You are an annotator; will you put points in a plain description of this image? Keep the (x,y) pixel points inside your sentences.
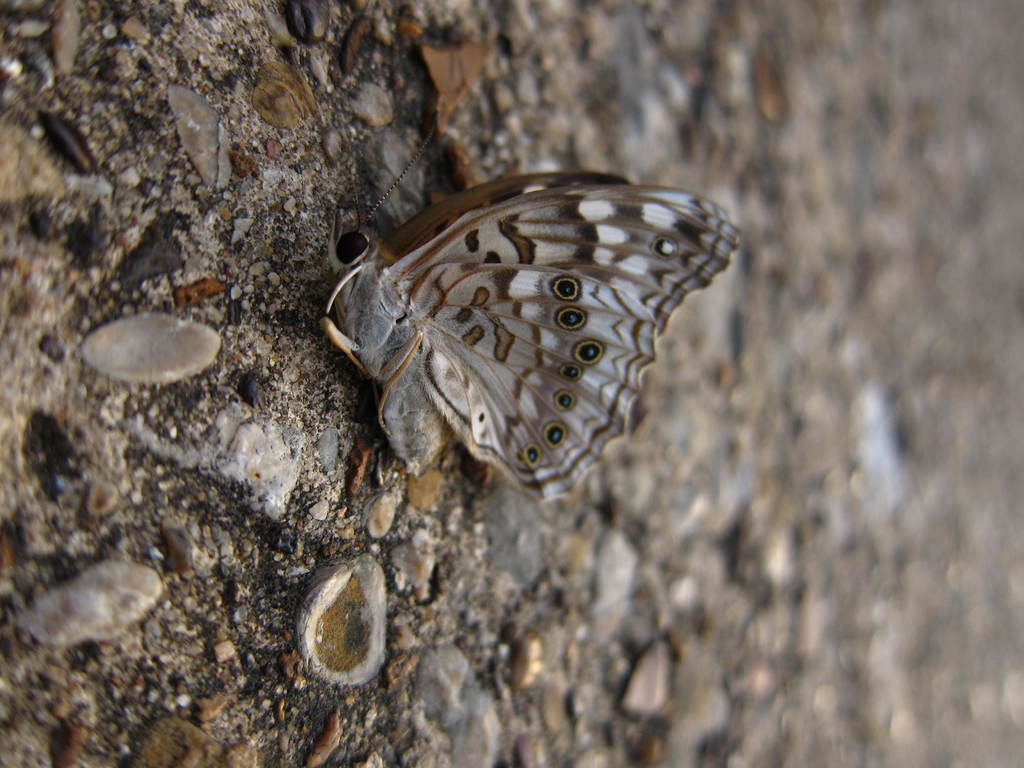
In this image we can see a butterfly (434,328) on the stone surface (335,437).
